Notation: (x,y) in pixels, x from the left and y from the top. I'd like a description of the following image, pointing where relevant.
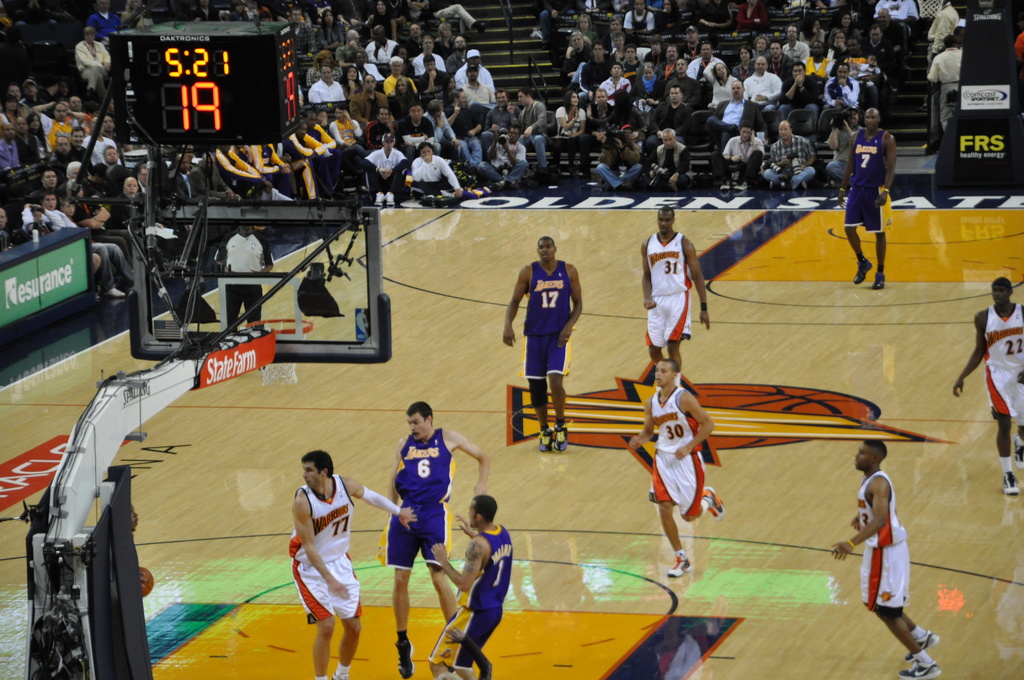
In this image there are few persons (559,387) playing on the floor (780,423). Left side (155,381) there is a metal rod (101,437) having a basketball net (297,327) attached to it. Behind there is a person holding the ball (146,587). Few persons (122,218) are sitting on the stairs (913,146) and few persons (804,178) are sitting on the floor (568,205). A screen (153,126) is attached to the metal rod (195,218).
